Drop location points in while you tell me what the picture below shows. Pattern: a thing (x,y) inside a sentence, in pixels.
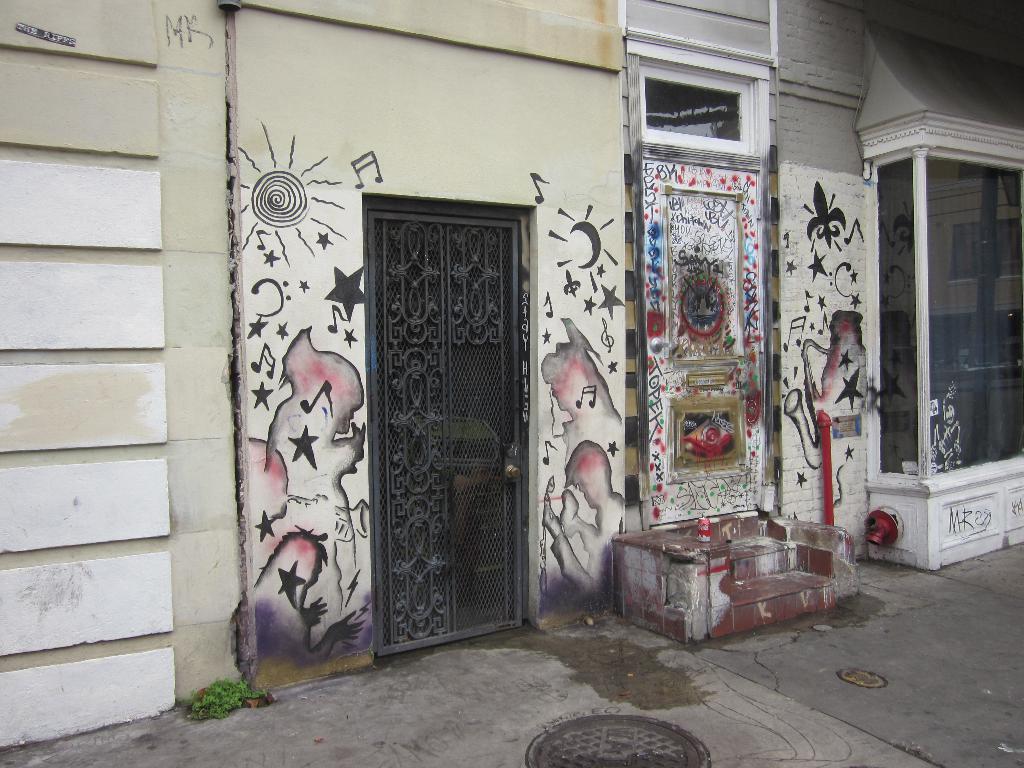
In this image we can see two buildings (797,205), one is in grey color and the other one is in light brown color. In front of them footpath (789,699) is there. The gate (446,360) of one building (393,64) is in black color and the other building door (712,331) is in white color.
